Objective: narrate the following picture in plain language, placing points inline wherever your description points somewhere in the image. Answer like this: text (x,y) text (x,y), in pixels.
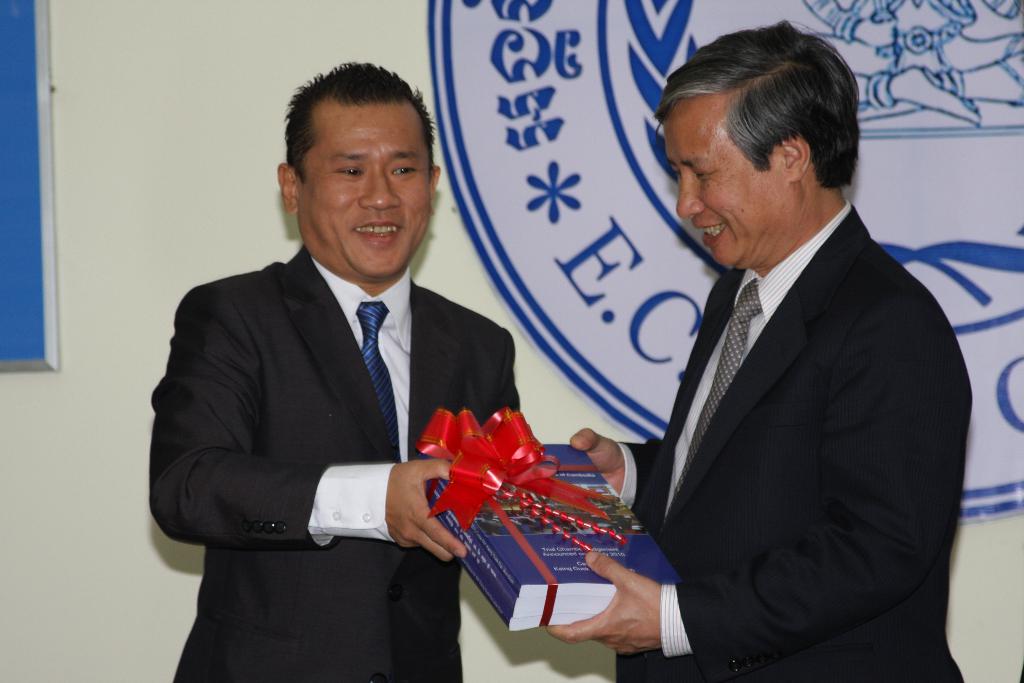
In this picture we can see two men (293,640) wore blazers (284,405), ties (387,415), holding a book (516,517) with their hands (426,480), smiling and on this book (584,477) we can see a red ribbon (495,454) and in the background (212,88) we can see boards (566,158) on the wall (150,148).
